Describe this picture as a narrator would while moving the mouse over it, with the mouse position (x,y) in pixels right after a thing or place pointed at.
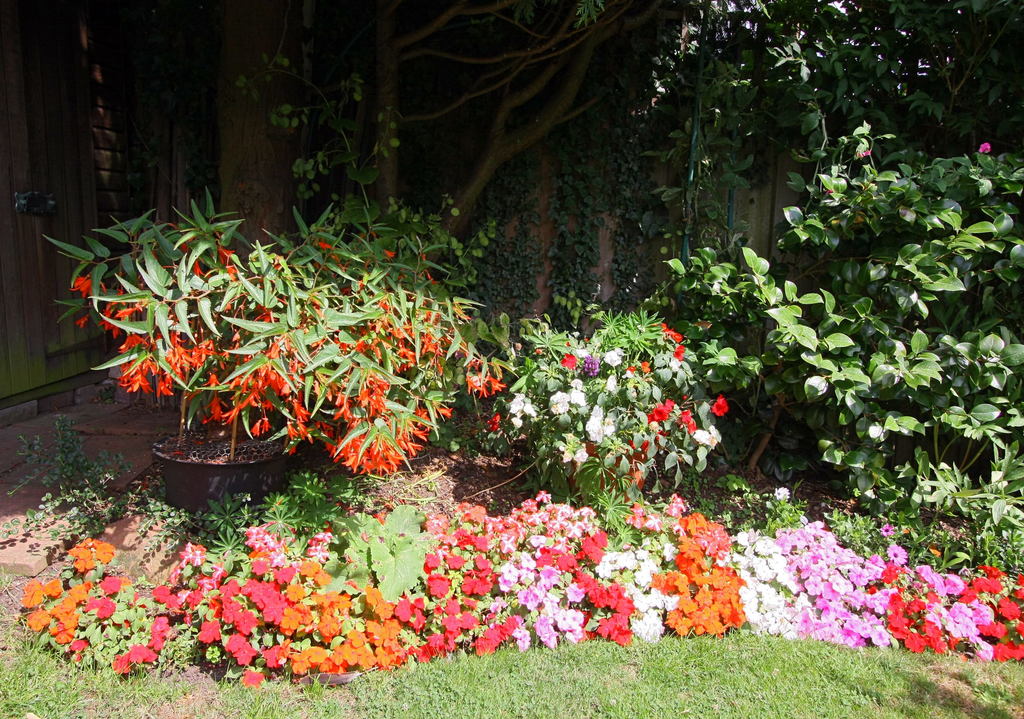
In this picture we can see grass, few flowers (712,554) and plants (608,525), in the background (721,145) we can find few trees (877,102).
